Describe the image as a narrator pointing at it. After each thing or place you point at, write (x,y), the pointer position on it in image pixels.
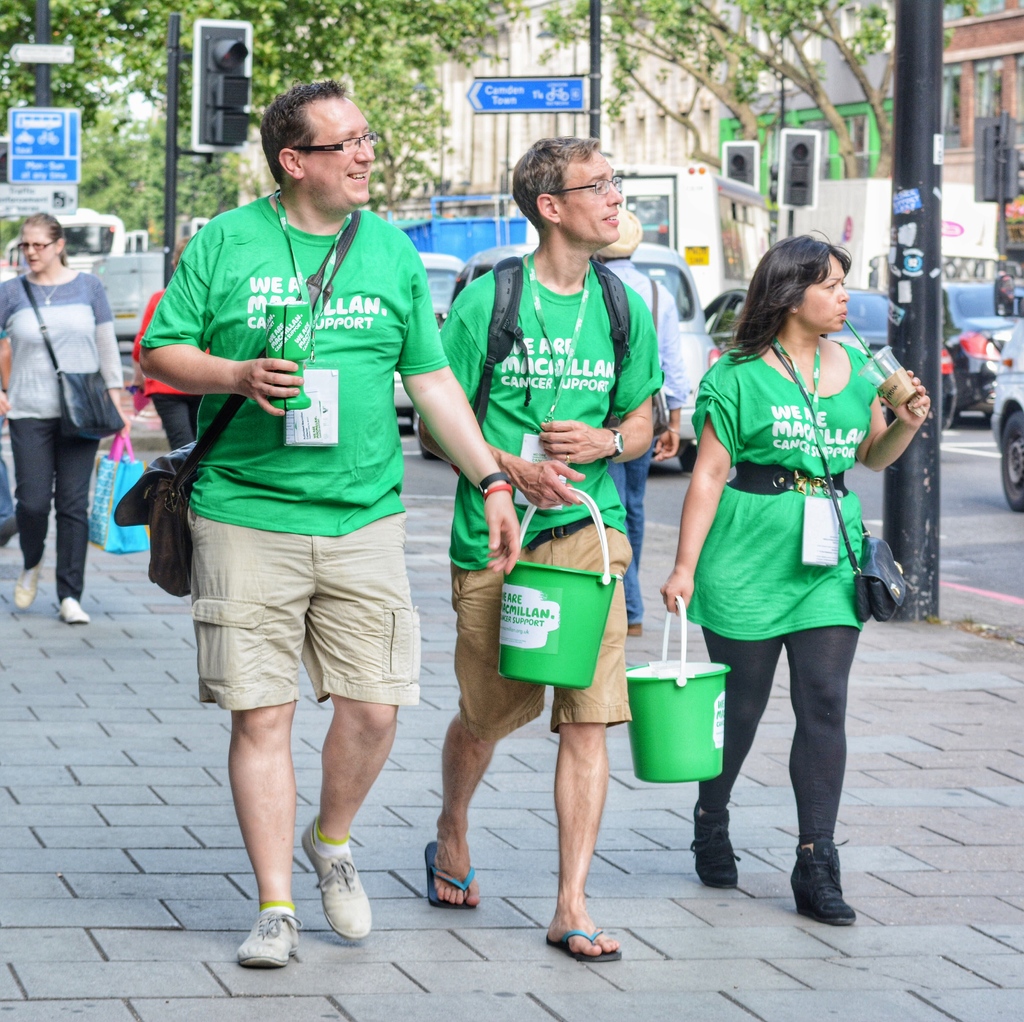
In the center of the image (486,597) we can see some persons (464,503) are walking and some of them are holding buckets (669,669) and carrying bags (512,296). In the background of the image (961,270) we can see vehicles (524,242), sign board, traffic lights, poles (792,232), buildings (754,106), trees (754,122). At the bottom of the image (647,941) we can see the road (735,965).
